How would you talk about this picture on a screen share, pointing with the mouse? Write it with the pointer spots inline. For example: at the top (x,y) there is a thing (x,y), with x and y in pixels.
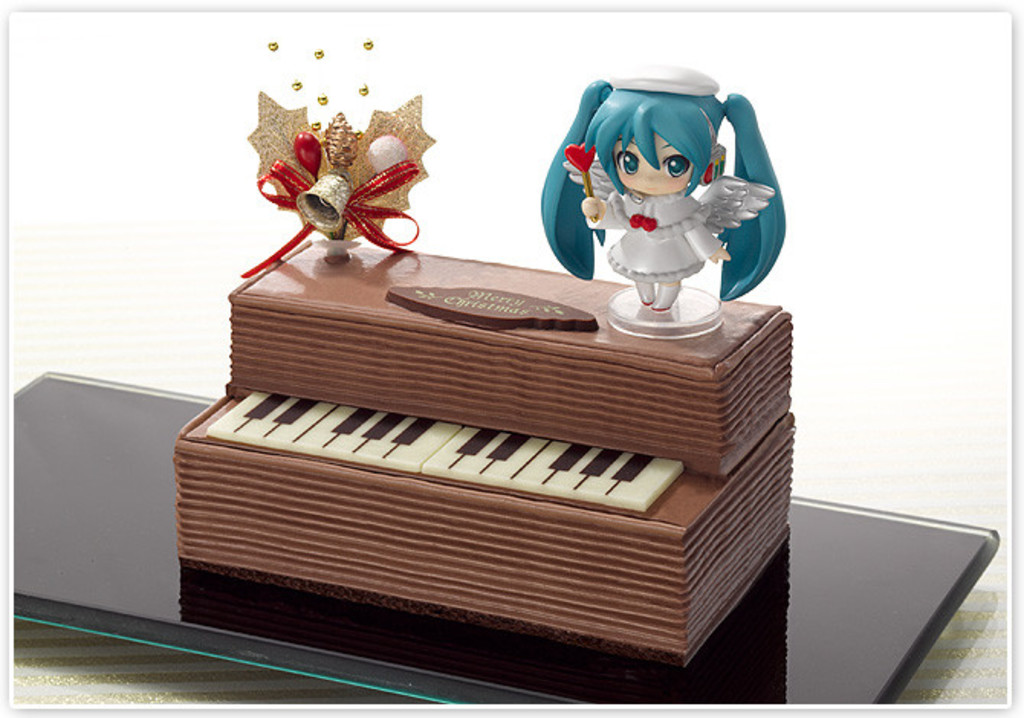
In this image we can see a cake (294,380) with some text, keys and some toys (566,189) is placed on a plate (788,635) kept on the surface (912,436).
